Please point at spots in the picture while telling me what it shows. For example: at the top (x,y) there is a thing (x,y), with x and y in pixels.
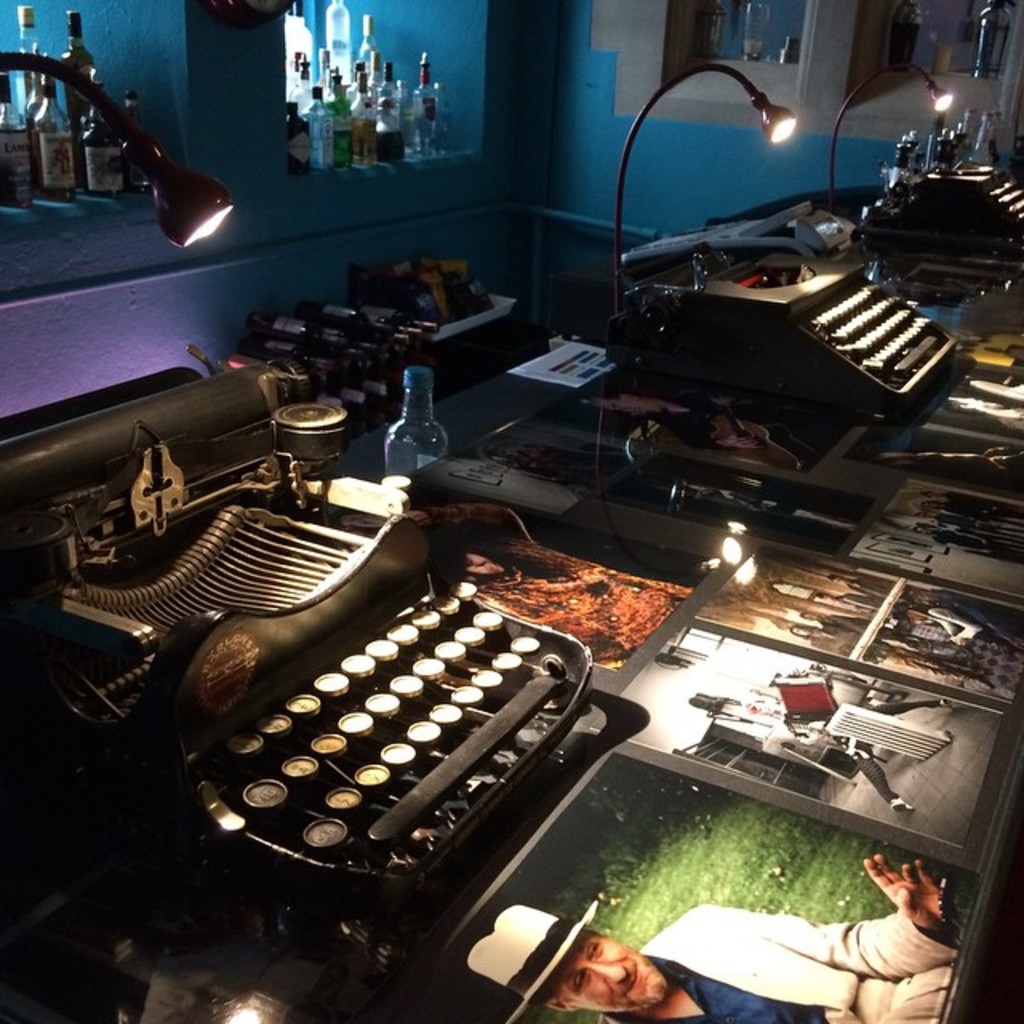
In this picture I can observe three typewriters (744,319) placed on the table (647,531). I can observe some photographs (716,885) on the table (803,862). On the left side (60,133) I can observe some bottles (56,111) placed in the shelves (407,59). In the background (280,121) there is a wall (468,65).
